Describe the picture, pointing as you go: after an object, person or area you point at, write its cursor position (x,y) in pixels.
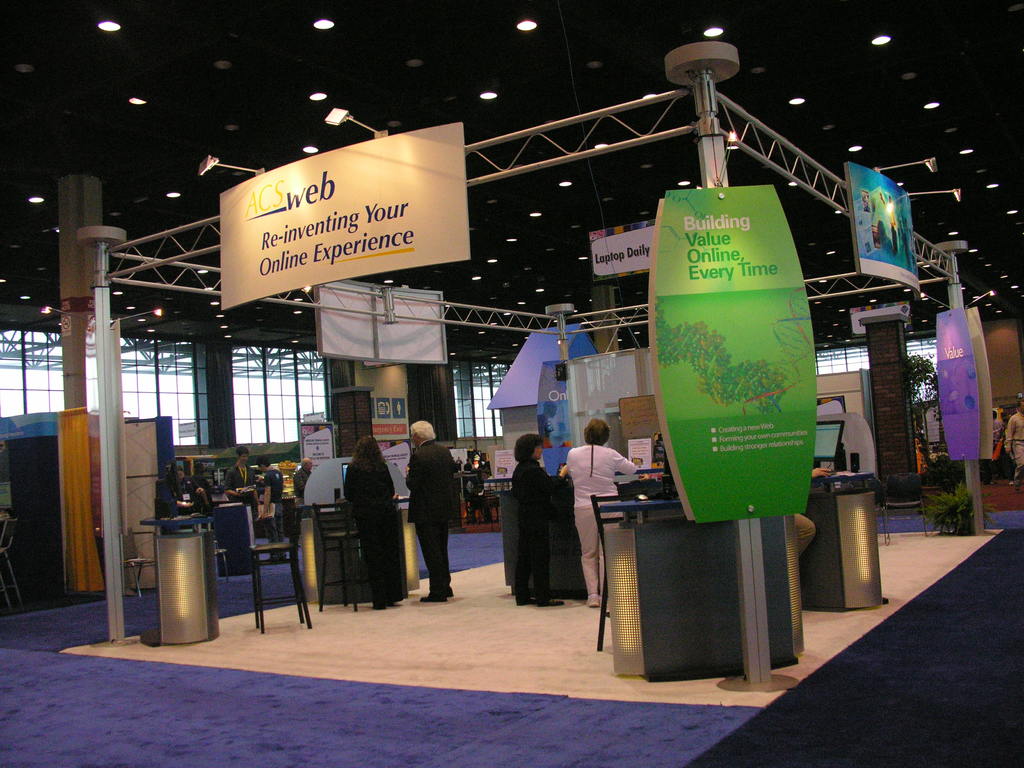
In this picture I can see number of people (523,468) who are standing and I see few chairs (338,533), tables (869,523), poles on which there are boards (724,213), on which there is something written and I can see few plants (959,532). On the top of this picture (377,29) I can see the ceiling (635,172) on which there are lights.
